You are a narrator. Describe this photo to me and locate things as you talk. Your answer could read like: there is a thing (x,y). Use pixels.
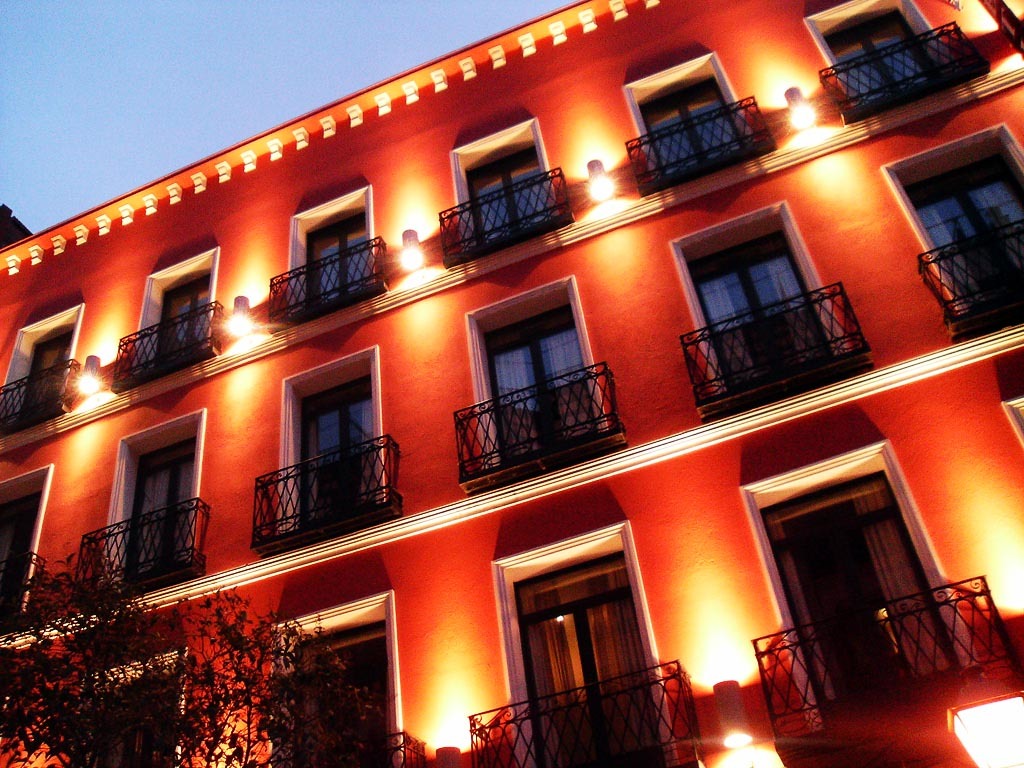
In this image I can see a building (334,308) and the windows (167,315) of the building (665,497) with lights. I can see a tree (139,685) in the left bottom corner (171,680). I can see the sky (152,177) in the top left corner (181,79).
